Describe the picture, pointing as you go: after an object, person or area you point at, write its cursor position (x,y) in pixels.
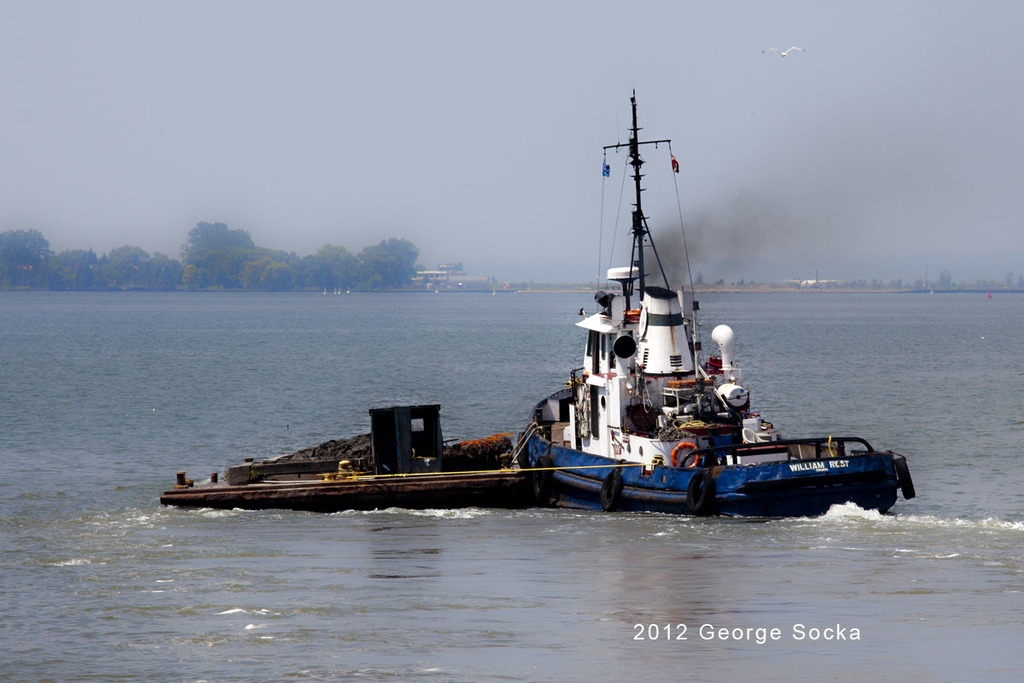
In this image I can see a boat (573,406) and few objects (428,459) on it. Back I can see few trees (272,284), poles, water (301,299) and the bird (780,52) is flying in the air (766,79). The sky (752,85) is in blue and white color.
